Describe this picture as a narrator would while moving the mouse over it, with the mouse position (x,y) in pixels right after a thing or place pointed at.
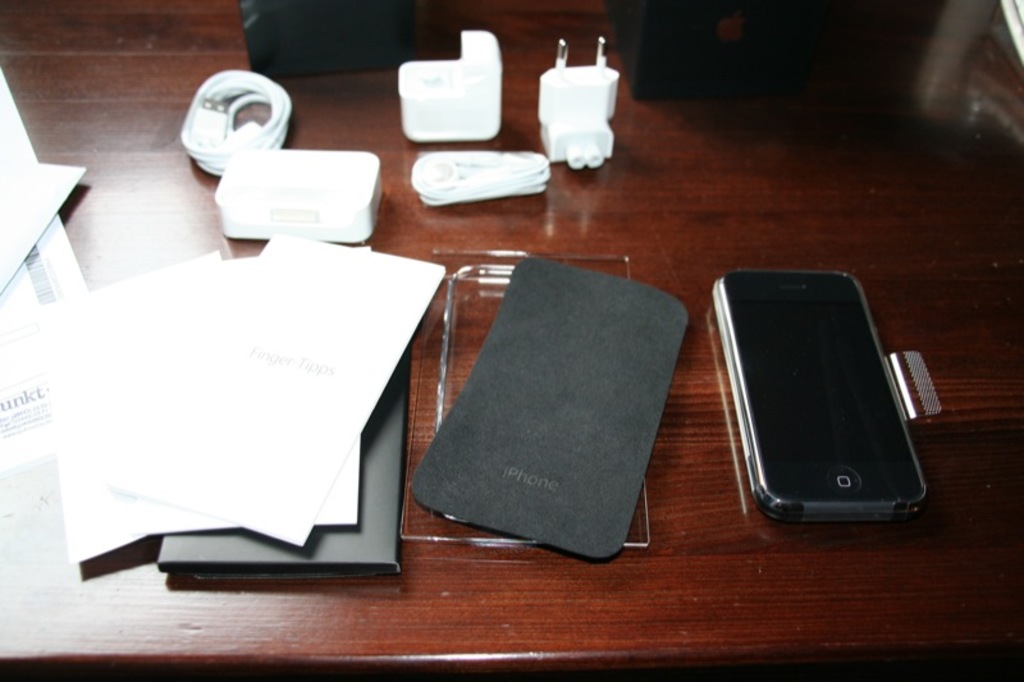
In the middle of the image (429,241) there is a table (1006,472) on the table (896,590) there is a mobile (783,326) and pouch (476,376) and there are some papers (264,300) and there is a cable (204,122) and there is a adapter (474,126).
